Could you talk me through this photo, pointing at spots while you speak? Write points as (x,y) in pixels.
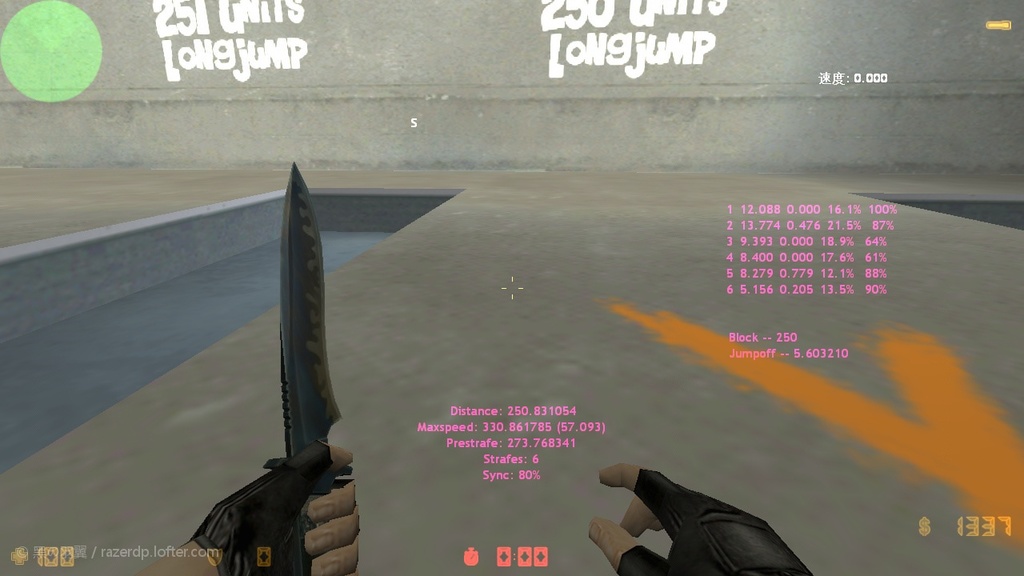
In this picture we can observe graphics (651,487). There are two hands (280,529). In one of the hands (269,493) we can observe a knife (293,278). There are some pink color words (487,414) and numbers (761,272). In the background (397,88) there is a wall (289,90) on which we can observe a green color circle (58,59) and some white color words (263,52).
